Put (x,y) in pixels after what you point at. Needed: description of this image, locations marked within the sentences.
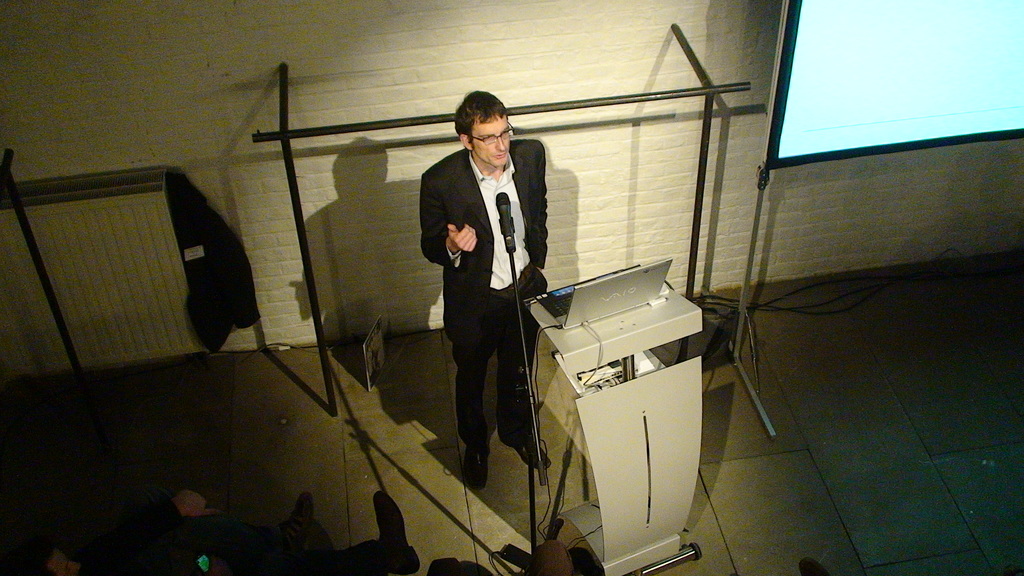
This picture describe about the man (433,250) wearing a black color suit (476,312) and pant (470,344) giving speech in the microphone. Beside we can see silver color speech desk (626,385) on which laptop (579,317) is placed. Behind we can see white color wall (726,148). On the right side (820,104) we can see a projector screen (876,136).
